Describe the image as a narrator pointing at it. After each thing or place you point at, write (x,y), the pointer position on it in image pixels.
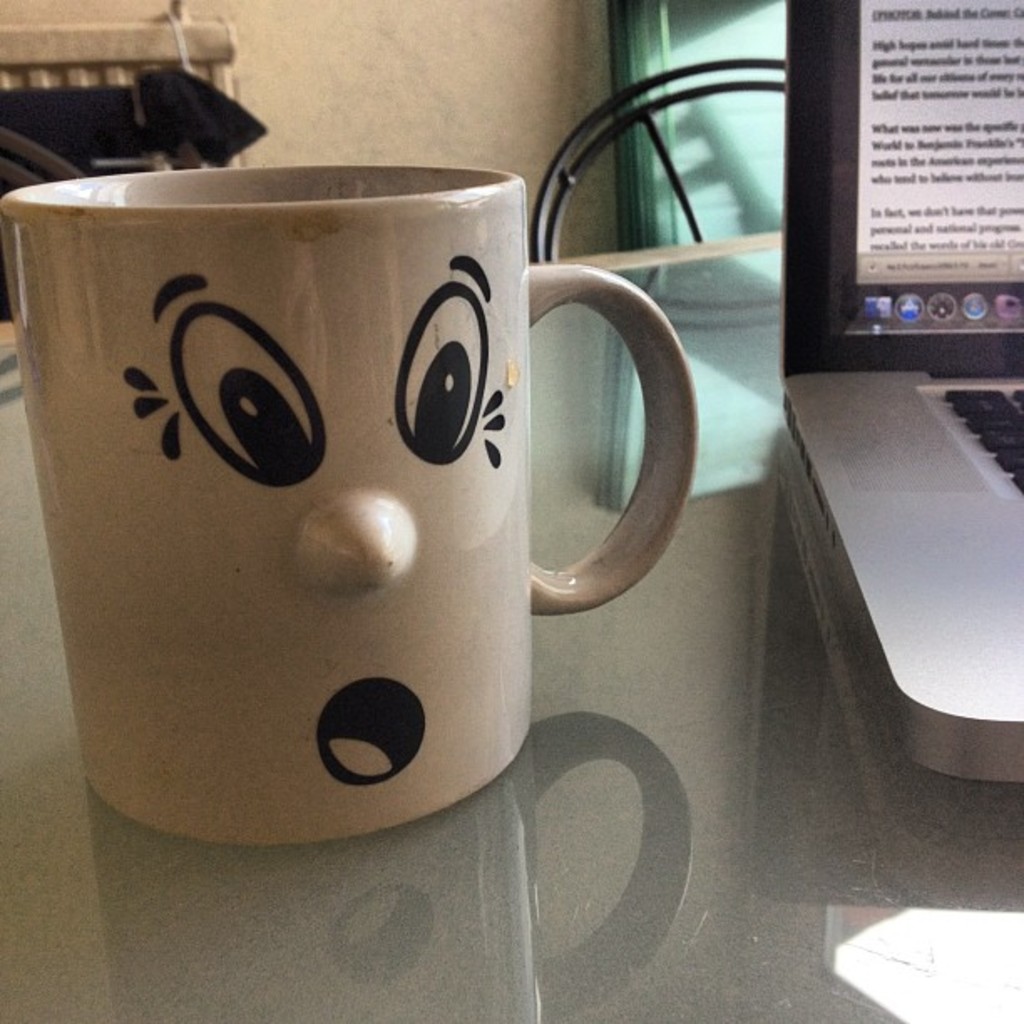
In this image we can see a cup (415,531) and a laptop (962,515) placed on the table (638,943). On the left side of the image (171,126) we can see a cloth (137,111) placed on a chair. At the top of the image (298,142) we can see the wall (270,136).
